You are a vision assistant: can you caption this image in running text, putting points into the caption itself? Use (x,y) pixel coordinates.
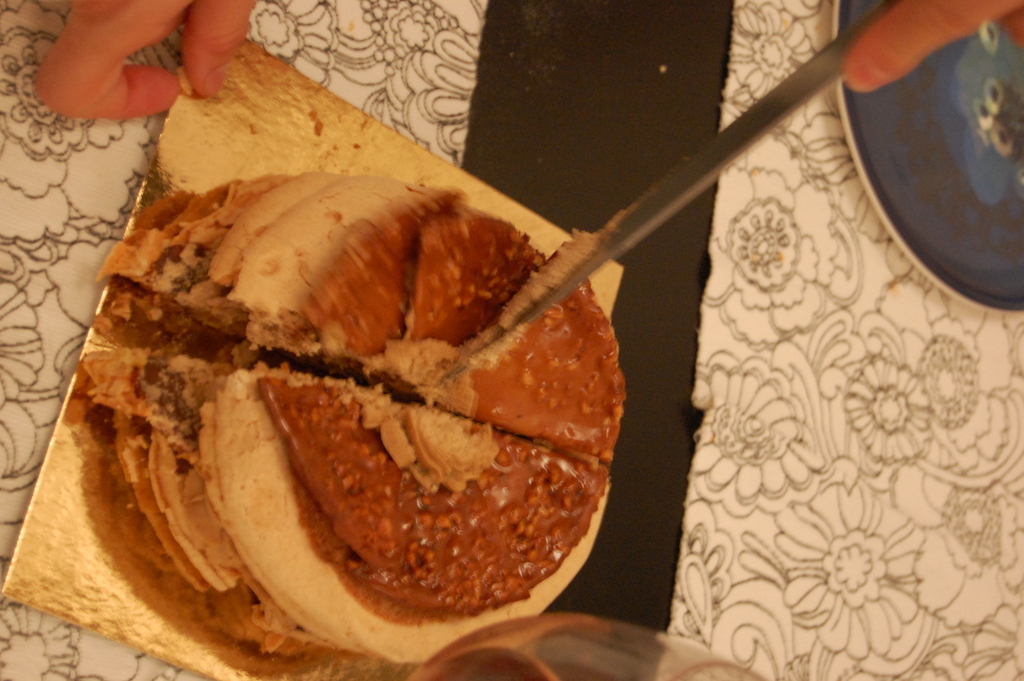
In the picture we can see a table (861,412) on it, we can see a table cloth (792,647) with some designs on it and on it we can see a person's hand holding a cake (125,452) with a cardboard (84,581) and in the other hand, we can see a knife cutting it and beside it we can see a plate (894,228) which is blue in color.
